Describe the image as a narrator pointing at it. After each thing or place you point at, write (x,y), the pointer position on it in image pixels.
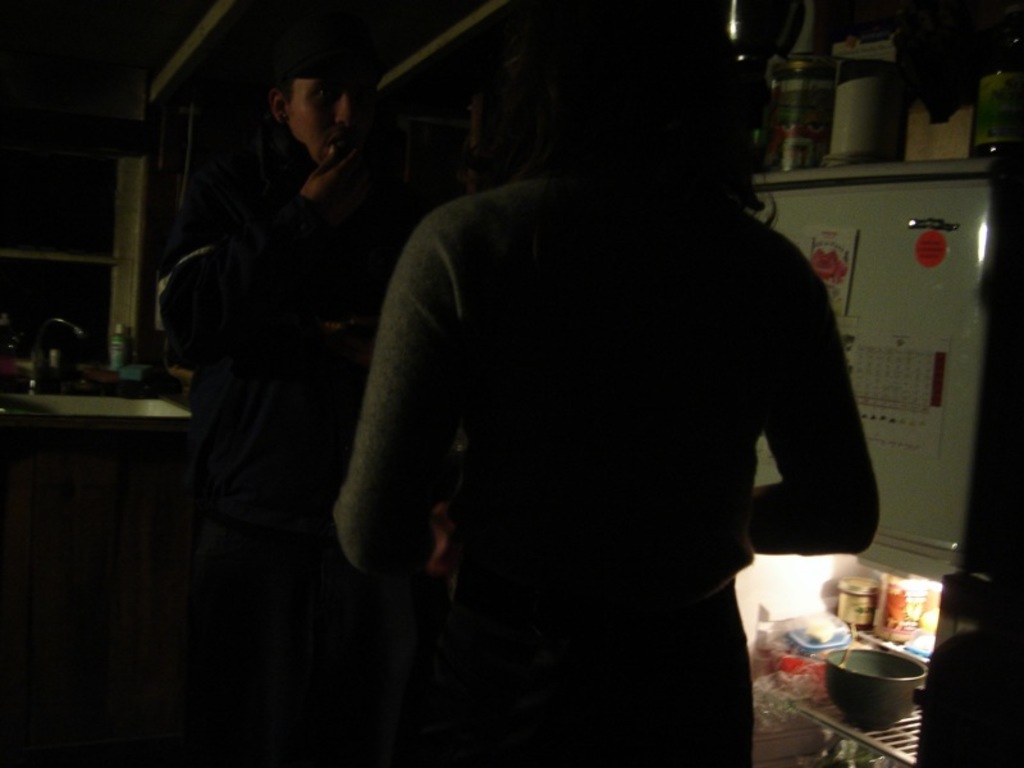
In the picture we can see a man (172,283) and a woman (572,370) standing and facing to each other, man (270,382) is holding his mouth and beside them, we can see a refrigerator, which is opened and it we can see some bowls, some tins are kept and behind them we can see a sink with a tap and some bottle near it.
